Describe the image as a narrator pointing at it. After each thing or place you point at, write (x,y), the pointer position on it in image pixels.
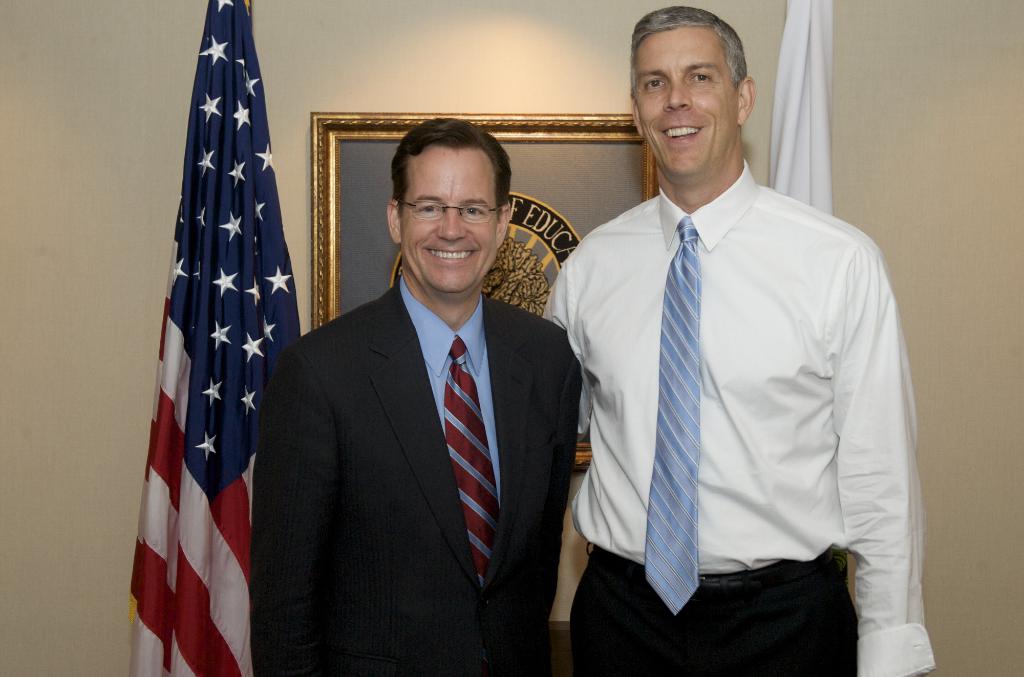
In this image there are two people (392,357) standing with a smile on their face (426,166), behind them there is a frame (589,187) hanging on the wall (112,380) and two flags (260,369).
